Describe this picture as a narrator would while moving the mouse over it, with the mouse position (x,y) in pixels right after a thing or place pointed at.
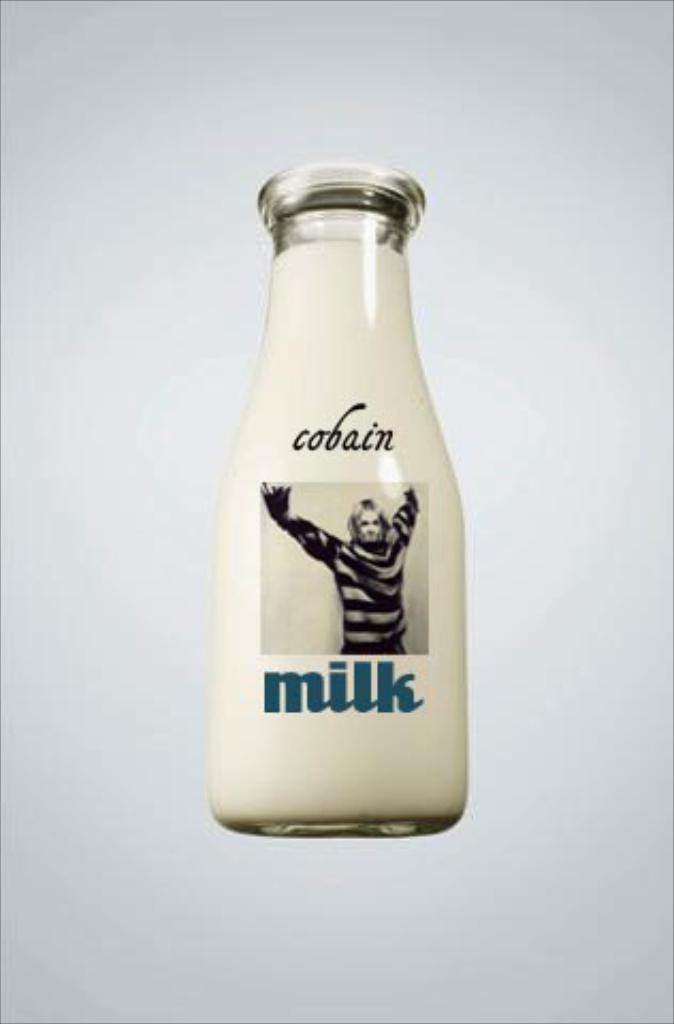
In this image we can see a bottle (410,476). On the bottle (389,616) we can see some text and an image (354,526) of a person (393,561). The background of the image (177,671) is white.
